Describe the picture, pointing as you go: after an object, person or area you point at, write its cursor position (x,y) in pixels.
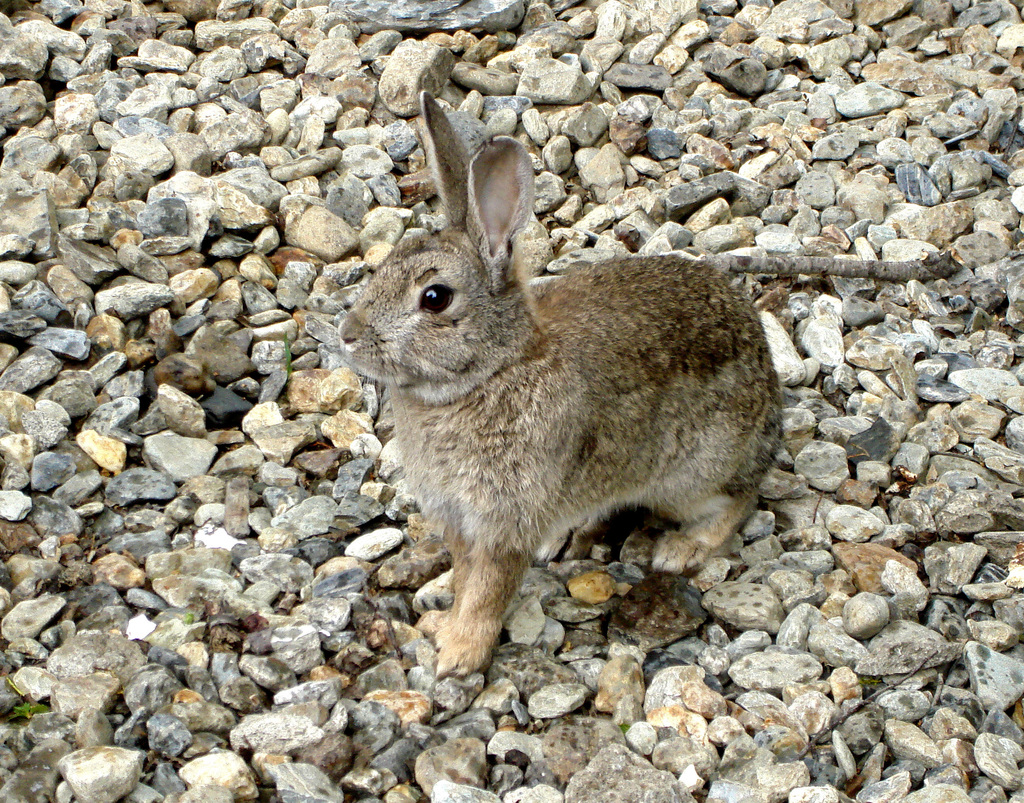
There is a rabbit (557,409) sitting on the stones (373,163) and it is of brown color.
